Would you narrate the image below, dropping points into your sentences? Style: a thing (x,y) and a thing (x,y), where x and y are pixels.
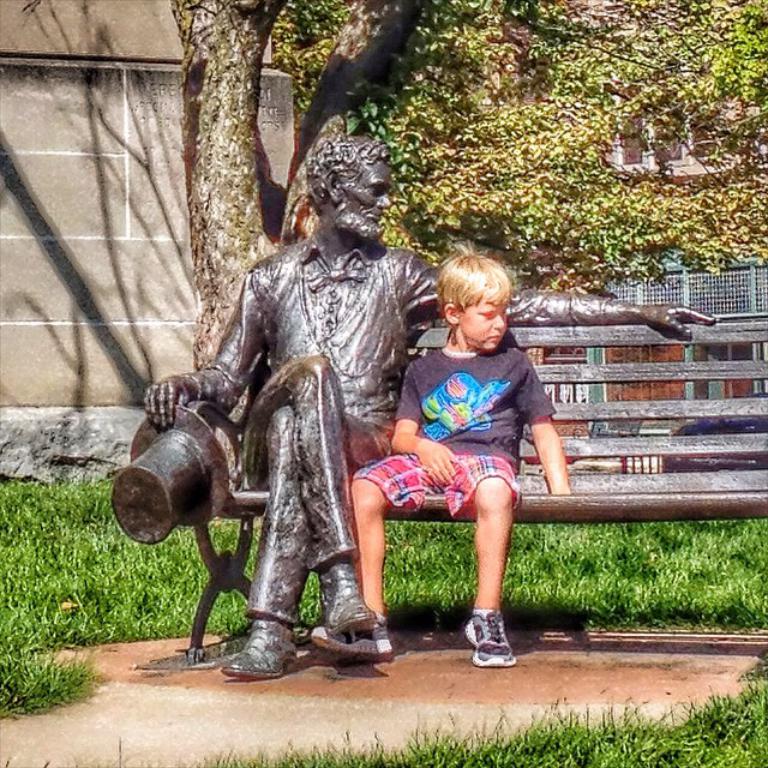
In this image we can see few buildings (618,152). There is a grassy land (107,573) in the image. There is a tree (702,79) in the image. There is a bench (696,365) and a sculpture (329,302) in the image. A person (484,384) is sitting on the bench (254,494).
